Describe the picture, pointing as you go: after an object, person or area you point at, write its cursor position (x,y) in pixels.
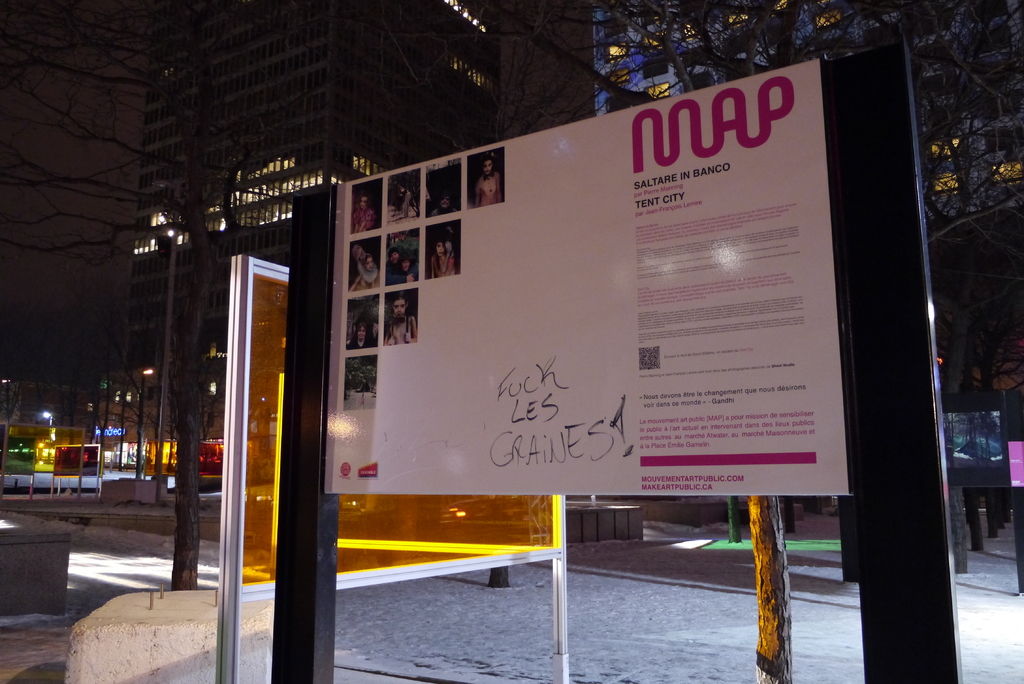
This picture is clicked in the city. In front of the picture, we see a board (436,375) in white color with some text (547,409) written on it. We even see the images (398,262) pasted on the board (422,402). Beside that, we see a yellow color board (391,533). Beside that, we see a tree (225,157). On the left side (21,437), we see the boards (16,471) in green, yellow and red color. On the right side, we see a black color board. There are trees (199,430), buildings (411,126) and street lights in the background (172,373). This picture is clicked in the dark.
